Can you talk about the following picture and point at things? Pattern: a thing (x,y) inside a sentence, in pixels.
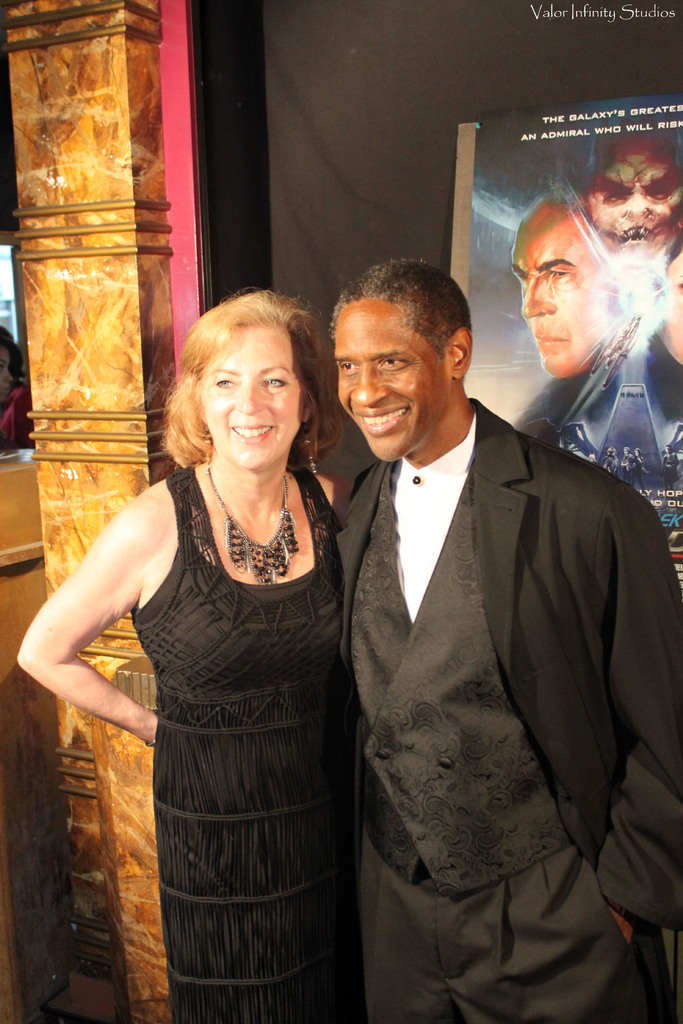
In this picture we can see a man (460,643) wearing a black suit (424,742), smiling and giving a pose to the camera. Beside there is a woman (264,696) wearing black dress (250,631) and smiling. Behind there is a movie advertising banner board (571,222) and a wooden pillar (105,132).
